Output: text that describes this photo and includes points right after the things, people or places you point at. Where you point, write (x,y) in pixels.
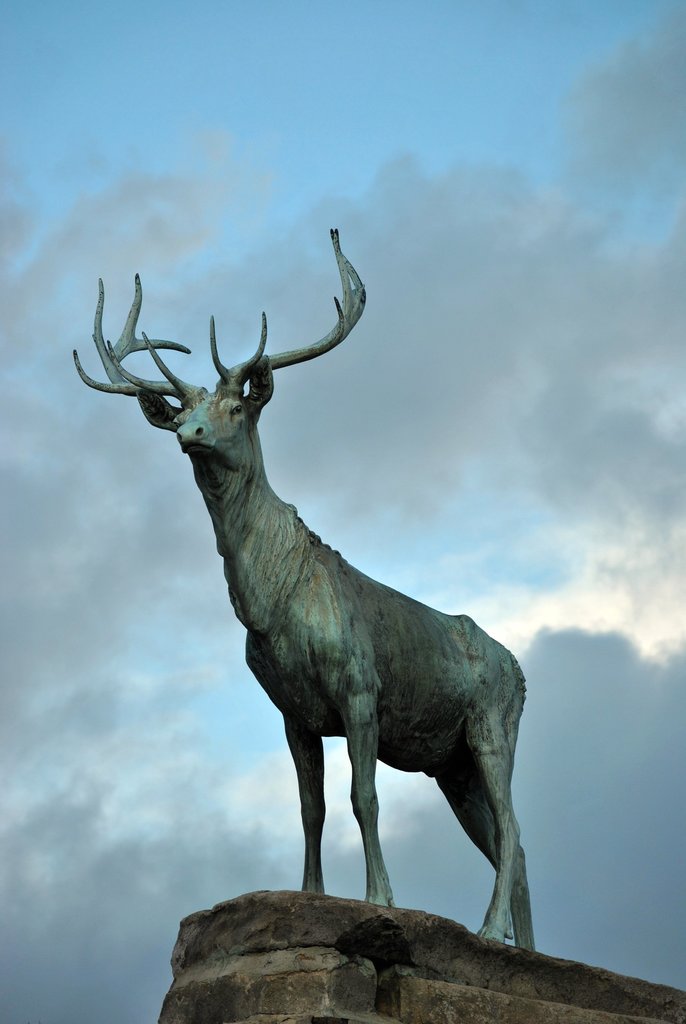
In this image I can see the statue (222,520) of an animal (278,601). It is in blue color. In the background (259,743) I can see the clouds (39,563) and the blue sky (146,60).
